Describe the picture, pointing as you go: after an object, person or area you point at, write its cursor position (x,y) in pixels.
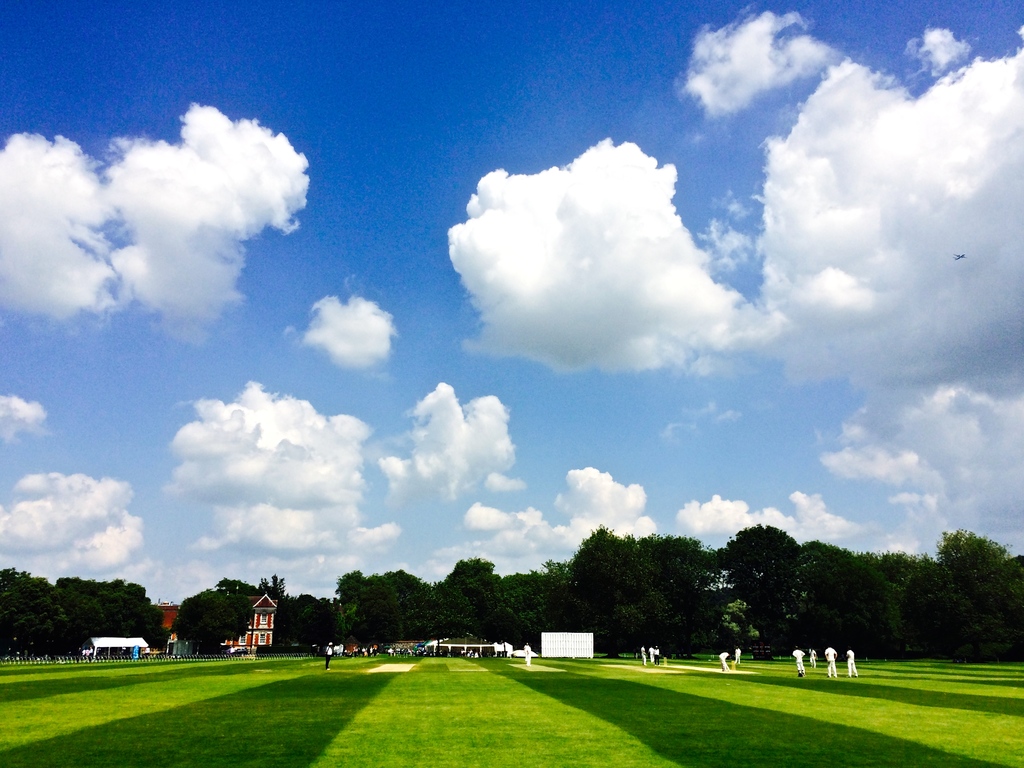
In the picture there is a ground (272,702), on the ground (546,737) there are many people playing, there are many trees (459,629), there are buildings (254,633), there is a cloudy sky (528,316).
